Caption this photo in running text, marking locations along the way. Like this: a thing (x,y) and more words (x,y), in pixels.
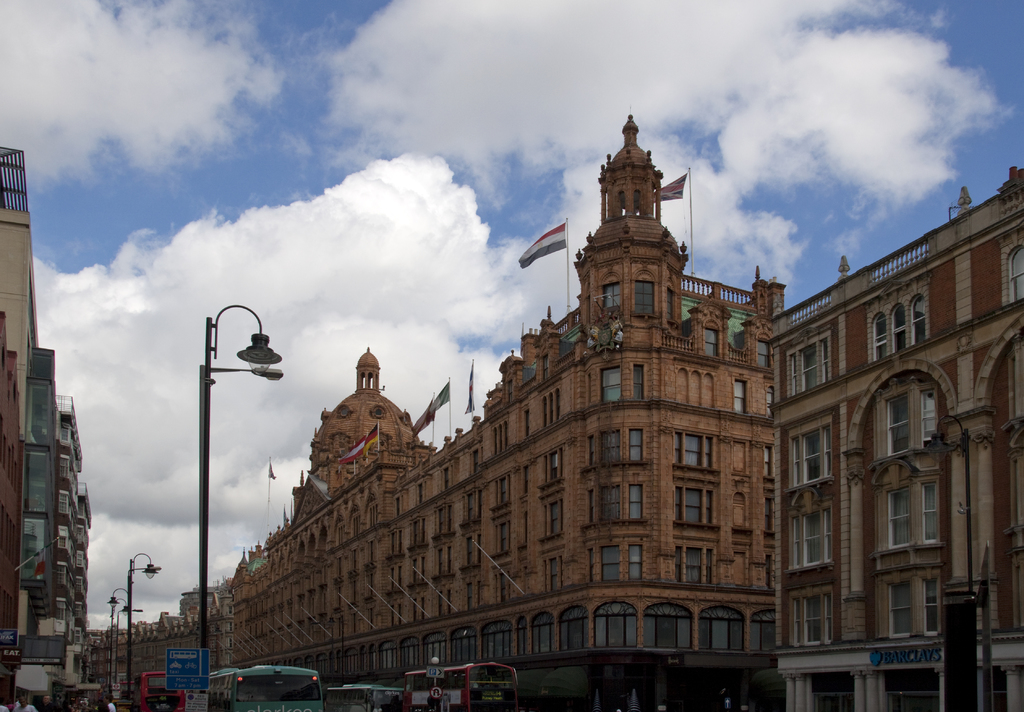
In the image we can see a building (552,469) and the windows (632,500) of the building (652,494). There is a light pole (203,529), flags (558,240) of the countries, cloudy pale blue sky (304,242) and there are many vehicles (304,667). We can see there are even people (37,709) wearing clothes (100,704).
